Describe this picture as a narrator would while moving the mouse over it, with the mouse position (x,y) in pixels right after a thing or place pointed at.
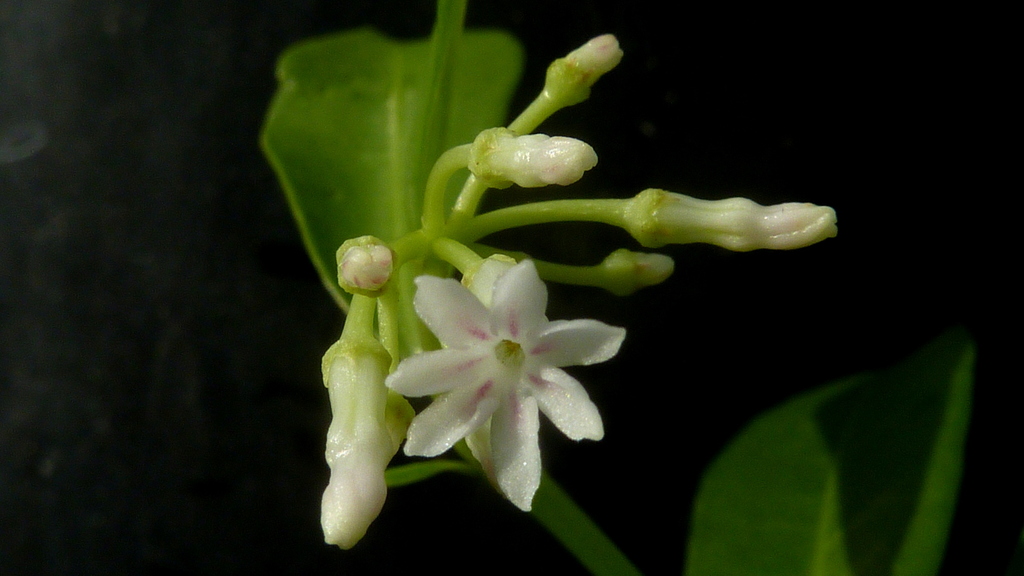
In this image I can see the flowers (459,364) to the plant (722,521). The flowers (512,443) are in white and pinkish color and there is a black background (271,392).
